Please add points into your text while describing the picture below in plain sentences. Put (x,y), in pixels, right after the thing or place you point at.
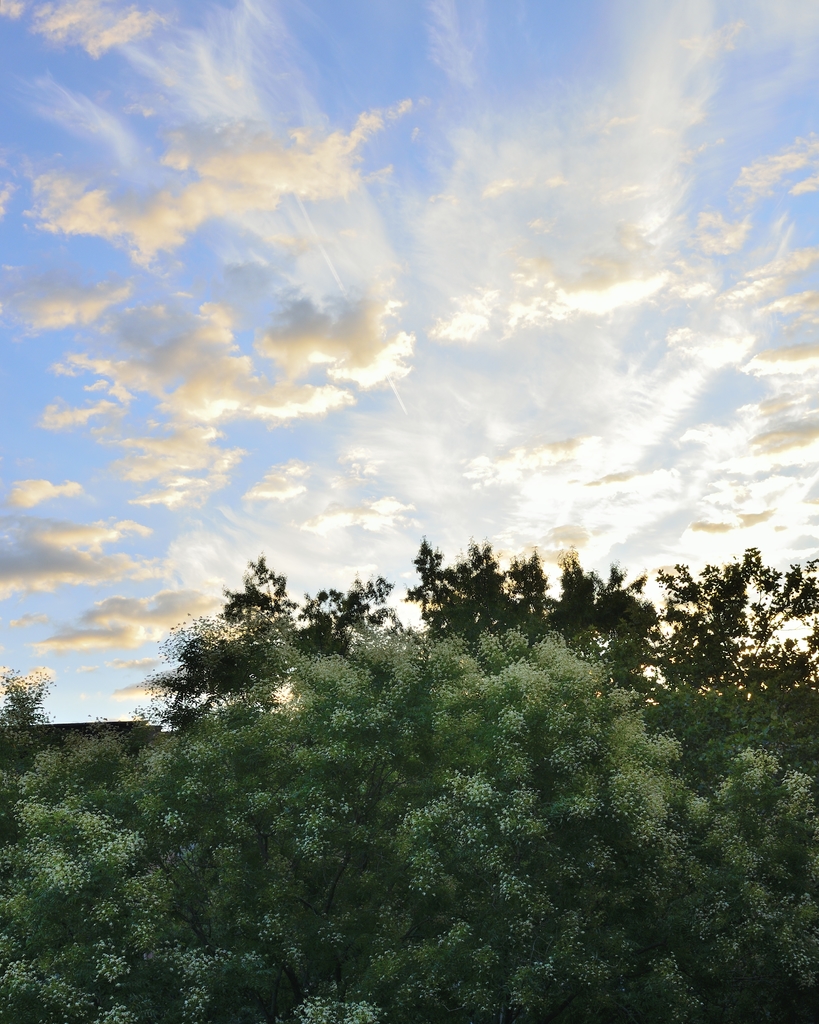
In this image we can see there are trees (417,643) and a sky (358,306).
